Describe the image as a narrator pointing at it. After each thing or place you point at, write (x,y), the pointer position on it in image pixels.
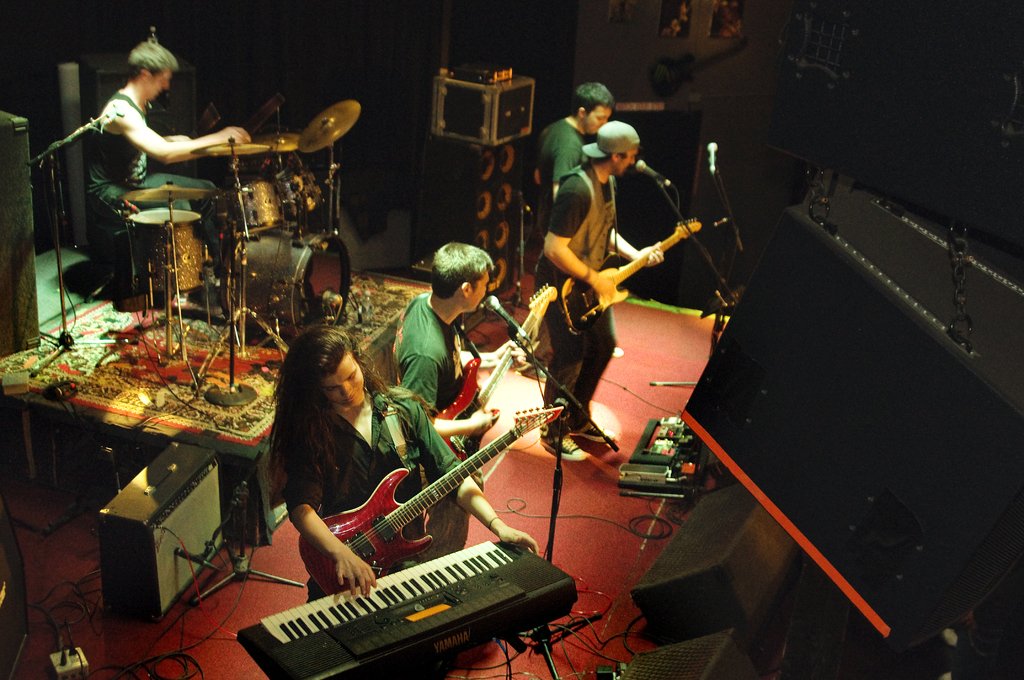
In this image there are people (564,356) who are performing a concert. The man (185,176) at the background (175,160) is playing the drums (275,253), the man (467,356) in the middle (590,296) is playing the guitar (593,305) with the mic (653,177) in front of him. At the bottom (182,461) there are speakers (185,512), wires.
